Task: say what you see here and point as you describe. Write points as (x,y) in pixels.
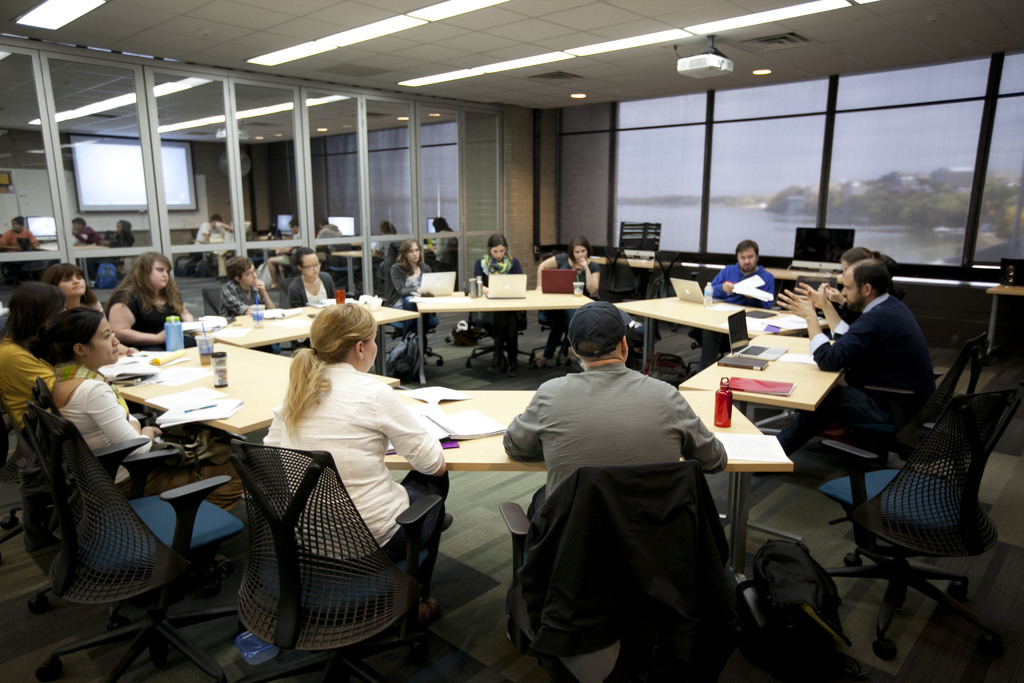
This picture is taken inside a room (347,60). There are group of people (692,415) sitting around a table (202,384). On the table (233,415) there are some papers (416,413), laptops (544,283) and bottles (715,406). In the background (669,250) there is a window (825,220), through the window (784,199) there is a sky (864,146) and trees (888,195).
